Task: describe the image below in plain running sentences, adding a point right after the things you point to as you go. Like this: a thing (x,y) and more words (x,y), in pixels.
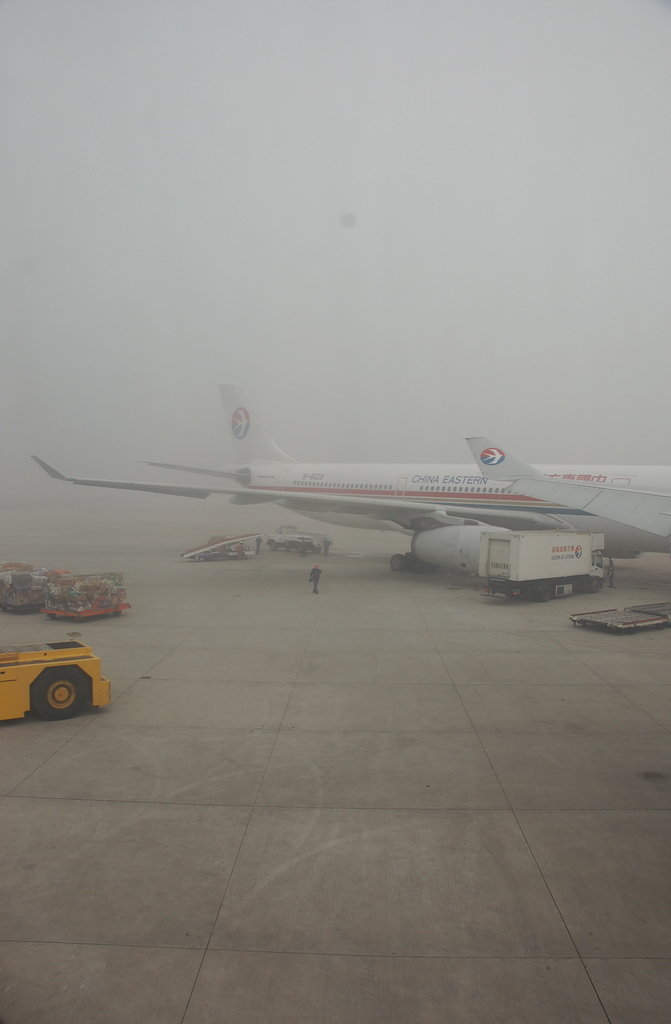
In this image there is an airplane (460,502) and vehicles (565,585) on a runway (388,804).
